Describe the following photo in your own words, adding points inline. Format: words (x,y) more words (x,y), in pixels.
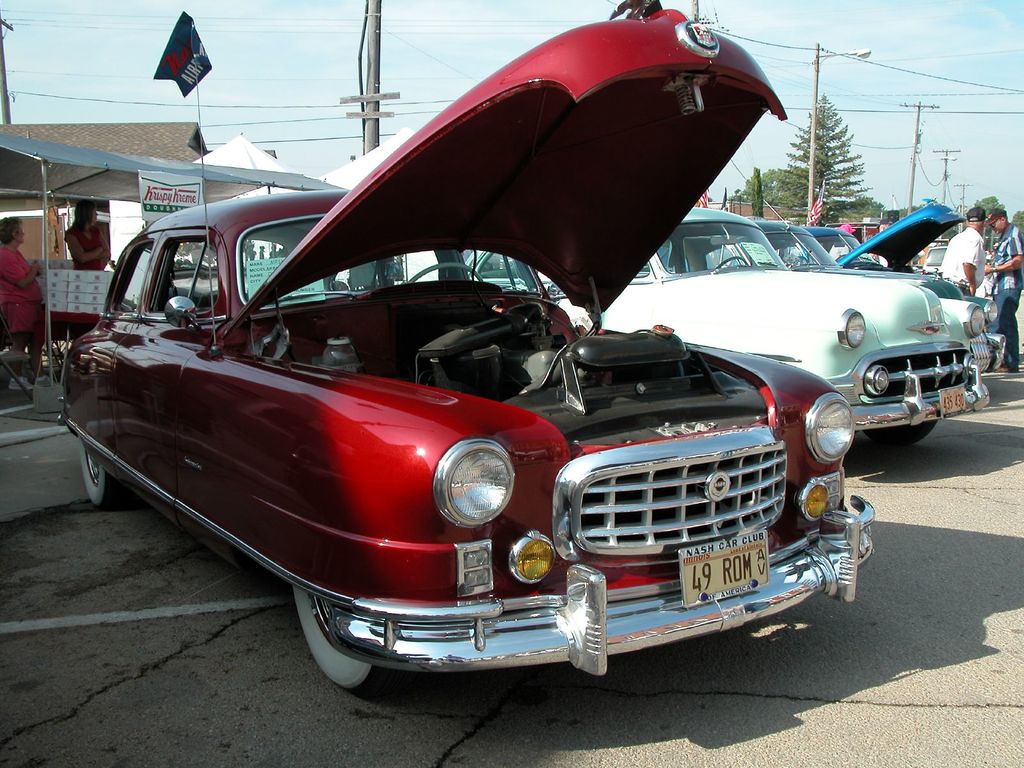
In this image I can see few vehicles (595,352) on the road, in front (463,481) the vehicle (290,360) is in red color. Background (6,250) I can see two persons (94,241) standing, a banner (157,192) in white color, few electric poles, trees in green color and sky (392,85) is in white and blue color.
